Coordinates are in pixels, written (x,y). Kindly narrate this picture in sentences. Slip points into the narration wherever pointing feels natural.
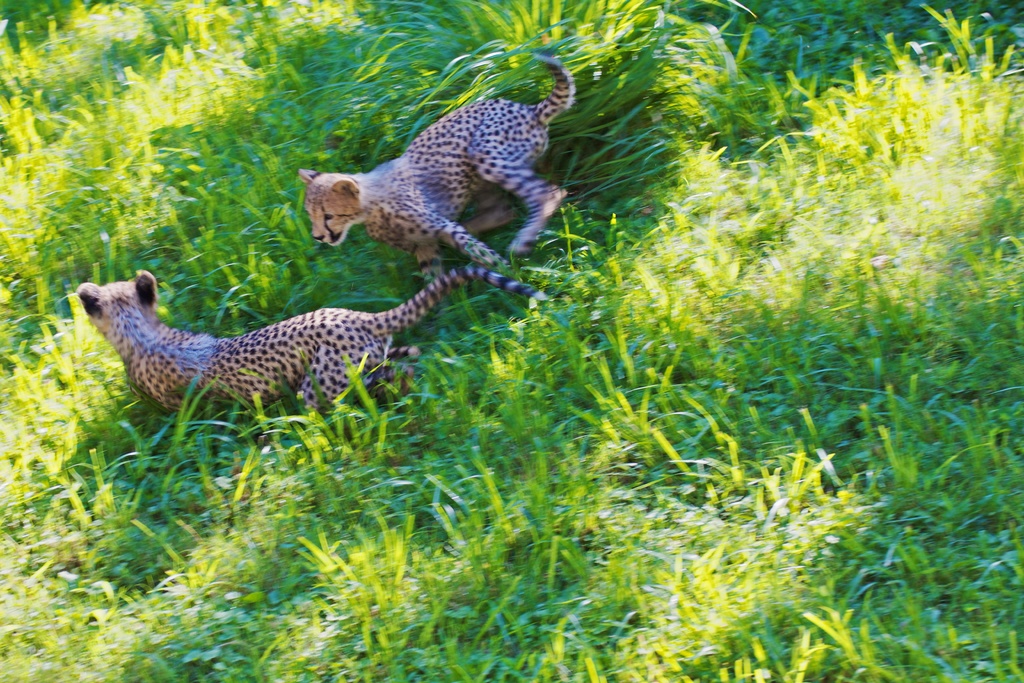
In this picture we can see couple of cheetahs (381,378) and grass (216,194).
